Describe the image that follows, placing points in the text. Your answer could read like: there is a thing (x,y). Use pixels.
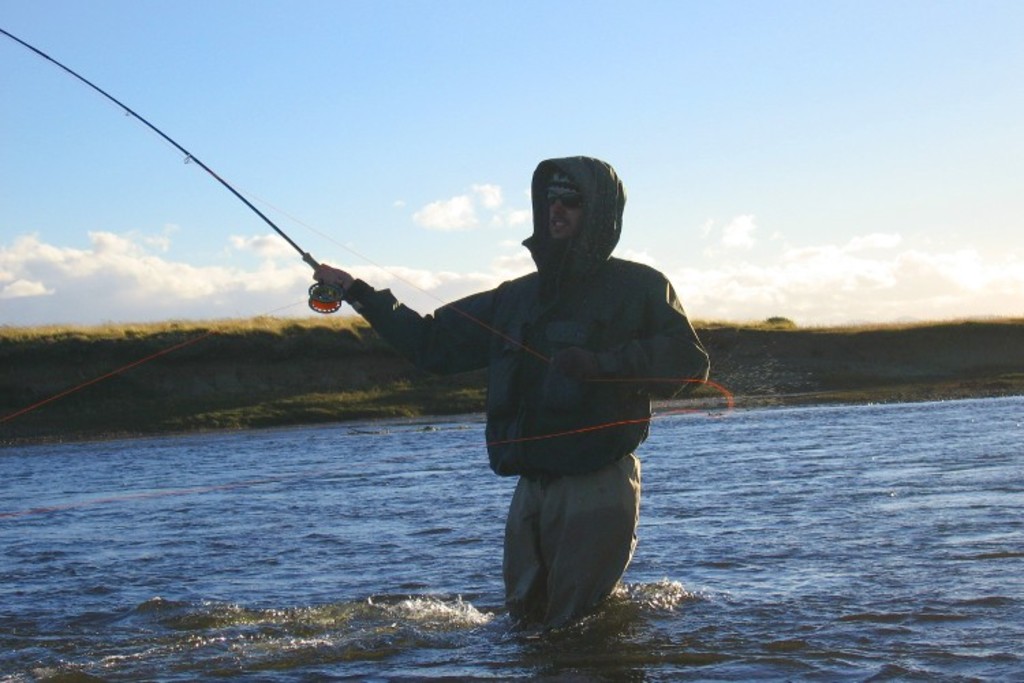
In the image there is a man (576,514) standing in the water (465,527), he is holding a fishing rod (319,286) and behind the man (511,556) there is a small mountain (127,341).
